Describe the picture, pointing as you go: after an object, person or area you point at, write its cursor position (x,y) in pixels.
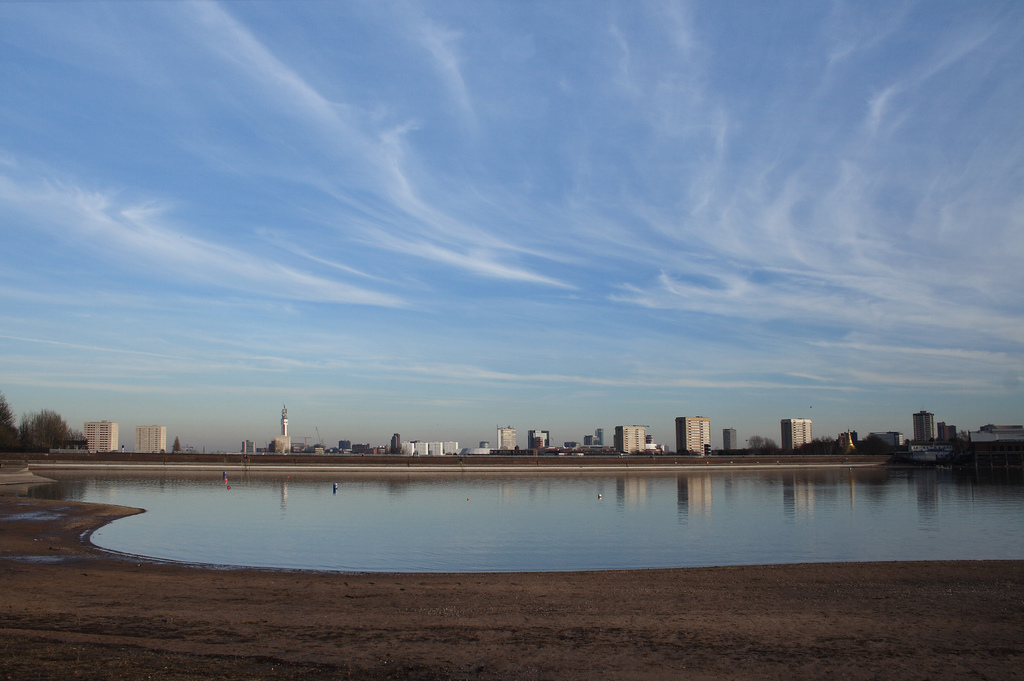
In this image we can see many buildings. There is a lake (413,548) in the image. We can see the reflections (662,517) of few buildings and the sky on the water surface (438,523). There are many trees (47,440) in the image. We can see few clouds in the sky (827,401).
